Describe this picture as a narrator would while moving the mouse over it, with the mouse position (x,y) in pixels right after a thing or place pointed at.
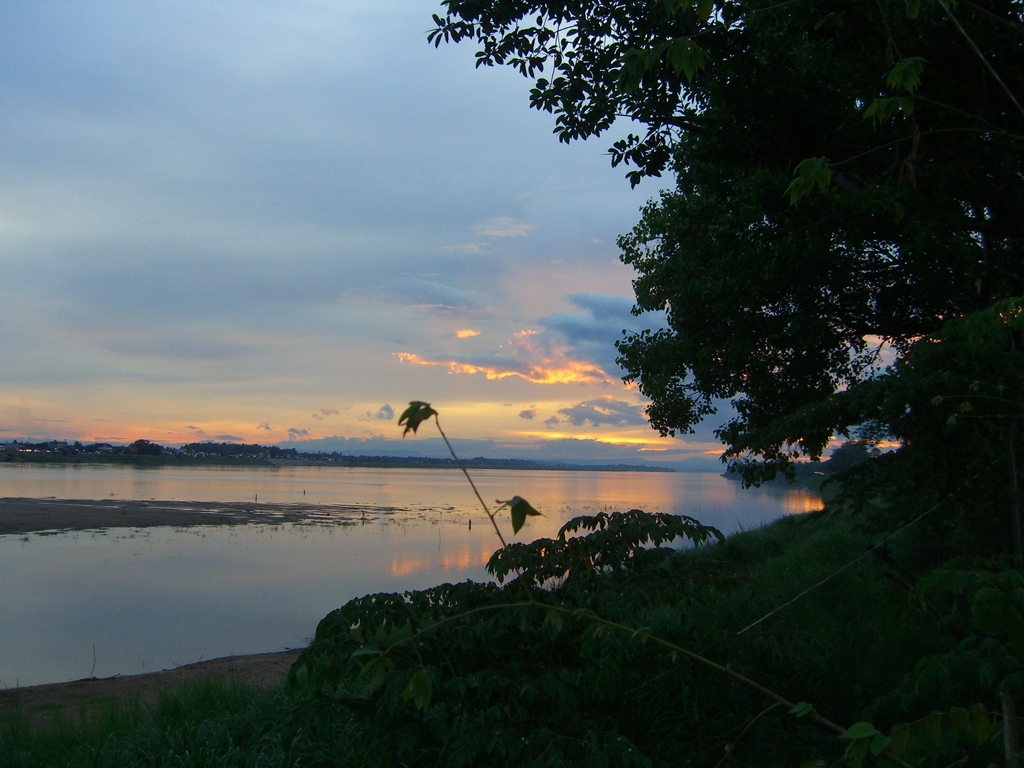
In this picture we can see trees (775,471), grass (799,516), leaves (533,610) and water (8,582). In the background of the image (233,314) we can see the sky (233,327) with clouds (309,276).
